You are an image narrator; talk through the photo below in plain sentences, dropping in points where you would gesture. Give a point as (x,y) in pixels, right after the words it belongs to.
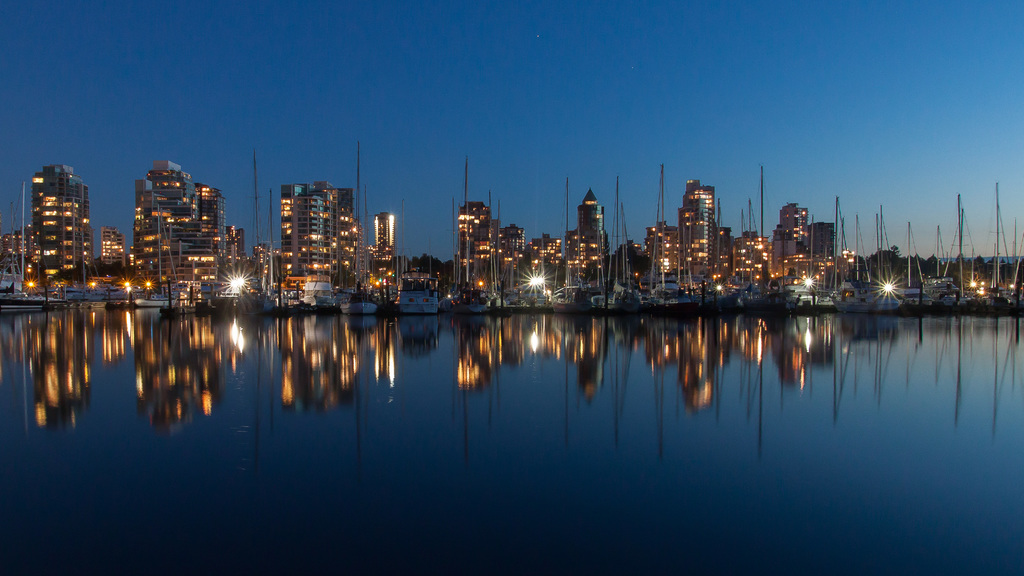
In the center of the image (567,296) we can see buildings (41,238), boats (3,286) and lights (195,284). At the bottom (921,486) there is water (722,344). In the background (493,74) we can see sky (297,64).
